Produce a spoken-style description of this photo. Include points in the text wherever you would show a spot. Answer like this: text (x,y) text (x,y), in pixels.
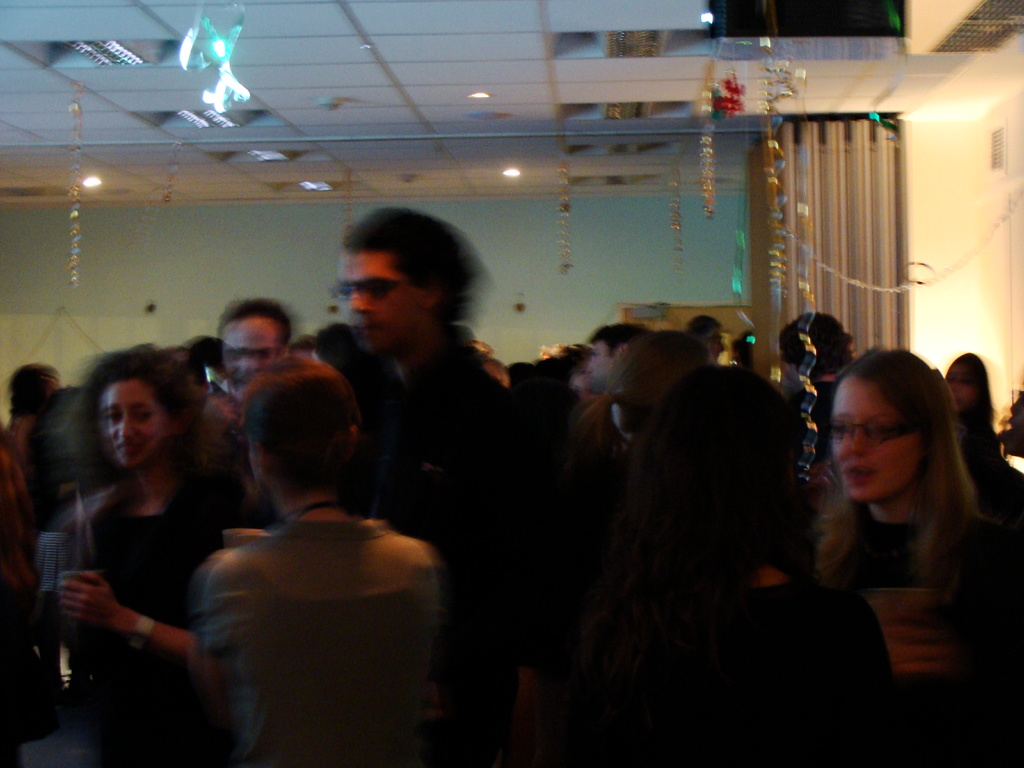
In this picture there are people (120,578). At the top of the image (758,81) we can see decorative items (786,99), lights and ceiling (323,89). In the background of the image (340,234) we can see wall (606,266).
